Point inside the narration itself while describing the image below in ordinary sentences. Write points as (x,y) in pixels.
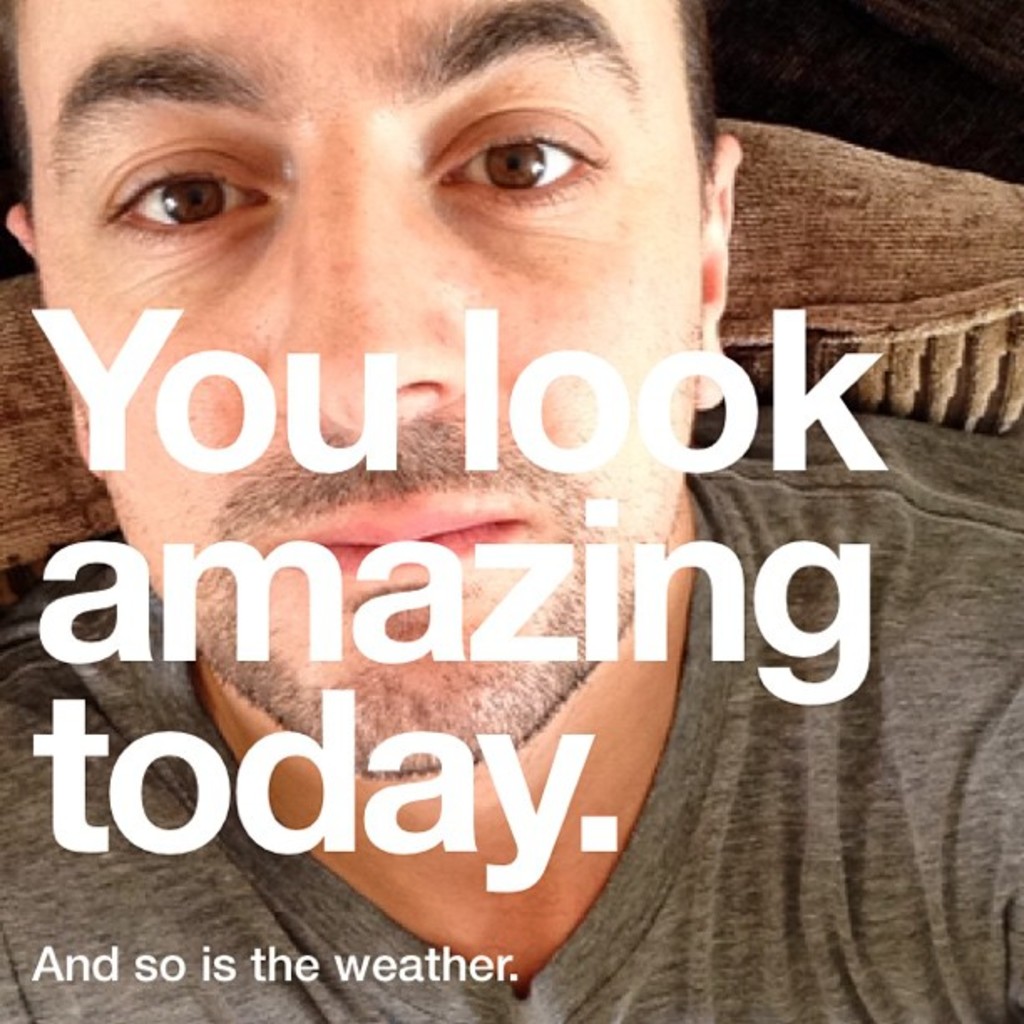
This image consists of a poster (526,355) with an image of a man (825,584) sitting on the couch (873,375) and there is a text (171,836) on it.
